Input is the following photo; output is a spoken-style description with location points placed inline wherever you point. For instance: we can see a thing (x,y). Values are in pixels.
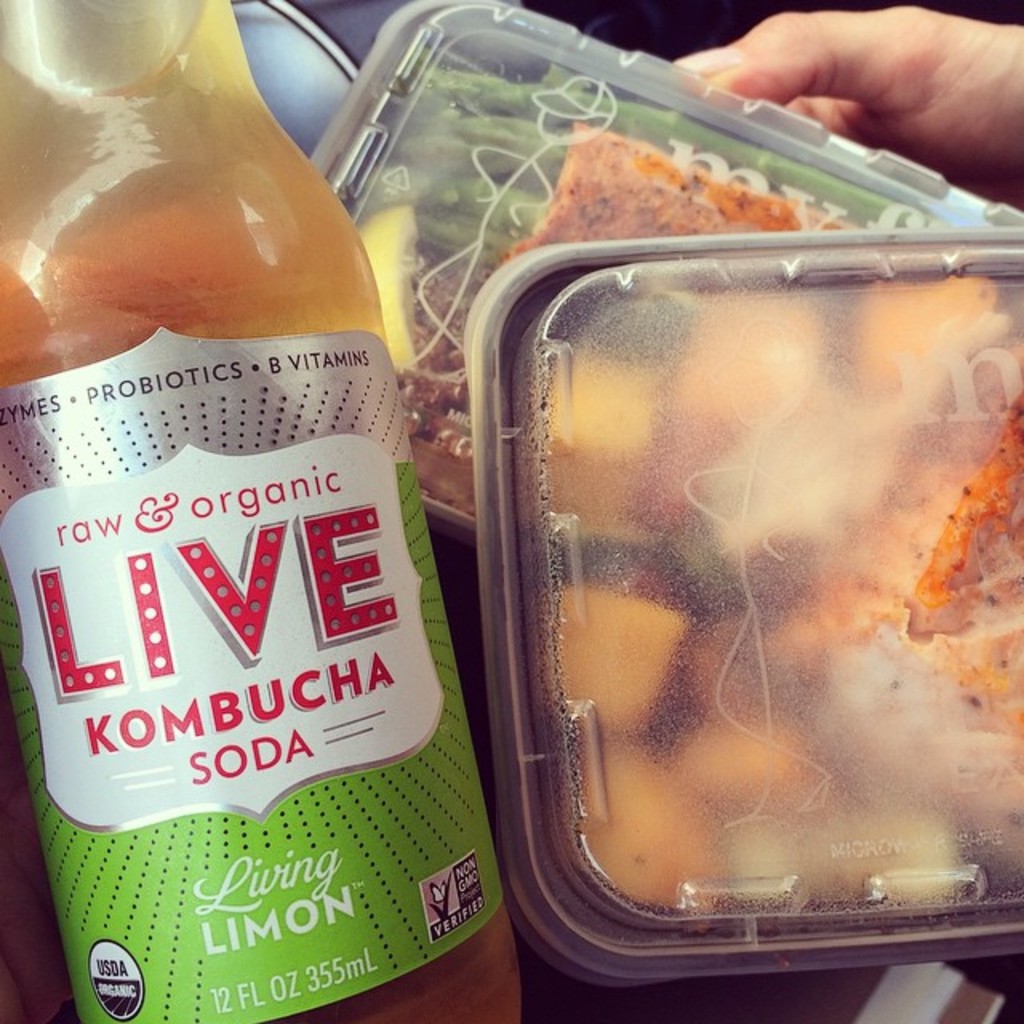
In this picture we can see a bottle (317,259) and two boxes (567,798). And there is some food (826,550) in the boxes (826,550).
